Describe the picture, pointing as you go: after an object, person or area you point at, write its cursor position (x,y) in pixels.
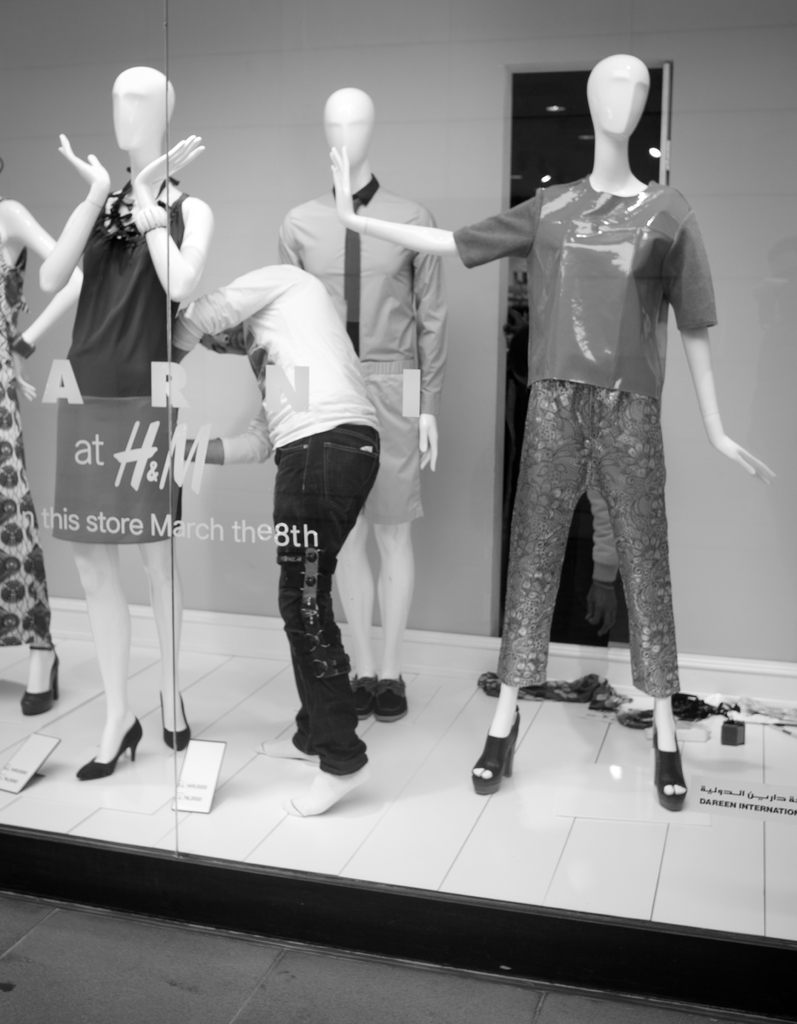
In the image there are mannequins (152,239) with dress (584,433) inside a store (612,32) and in the middle (343,472) there is a person (249,292) standing, in the front (124,993) its a road (175,1018), this is a black and white picture.
